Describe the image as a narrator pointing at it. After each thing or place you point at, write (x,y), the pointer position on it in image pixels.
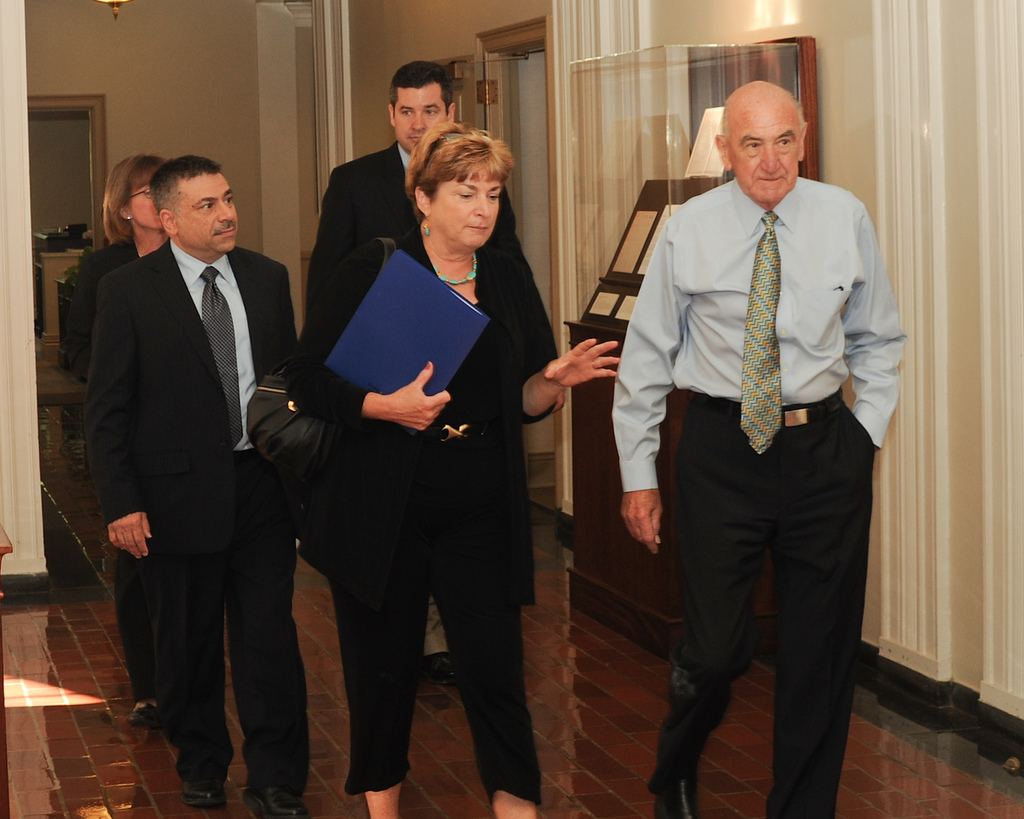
In this image there are two persons (693,439) walking, a person (487,413) holding a file (440,380), and in the background (141,657) there are three persons (217,247) standing, papers (627,234) stick to the board (597,324) which is inside a glass box (604,208), door (493,76), wall (565,94).
